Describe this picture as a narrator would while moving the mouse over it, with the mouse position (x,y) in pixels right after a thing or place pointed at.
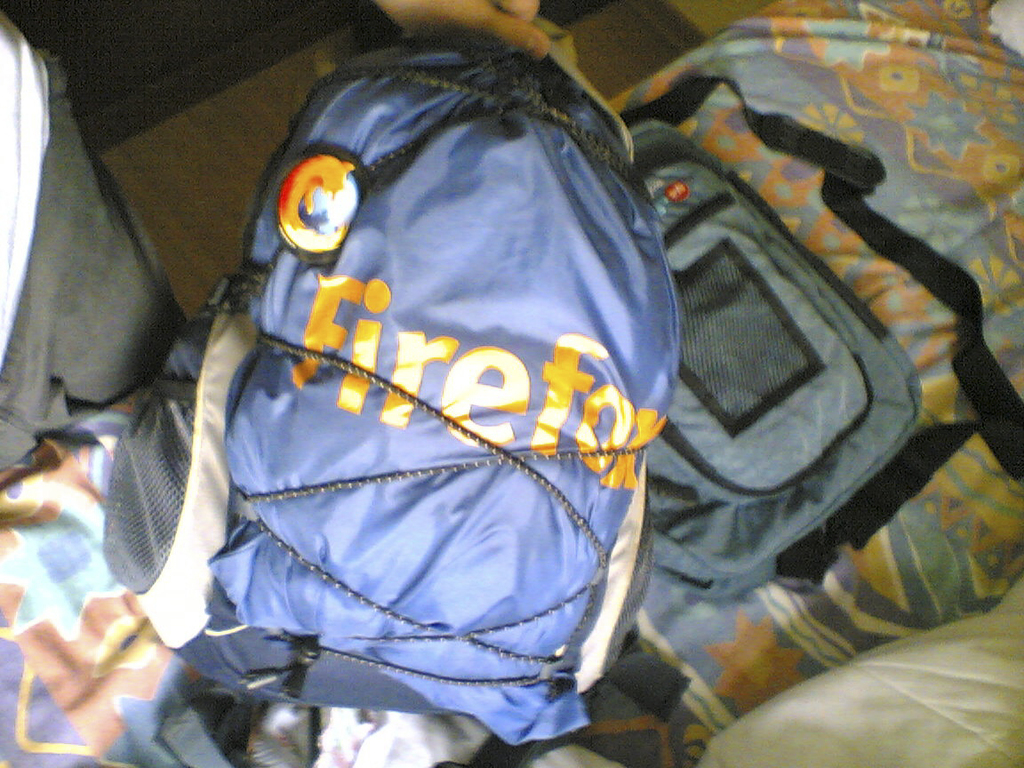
In this picture there is a blue bag (474,423) on a bed (894,198). The man (35,184) is holding the bag (396,253) on the bag (396,253) it is written as a fire fox.
